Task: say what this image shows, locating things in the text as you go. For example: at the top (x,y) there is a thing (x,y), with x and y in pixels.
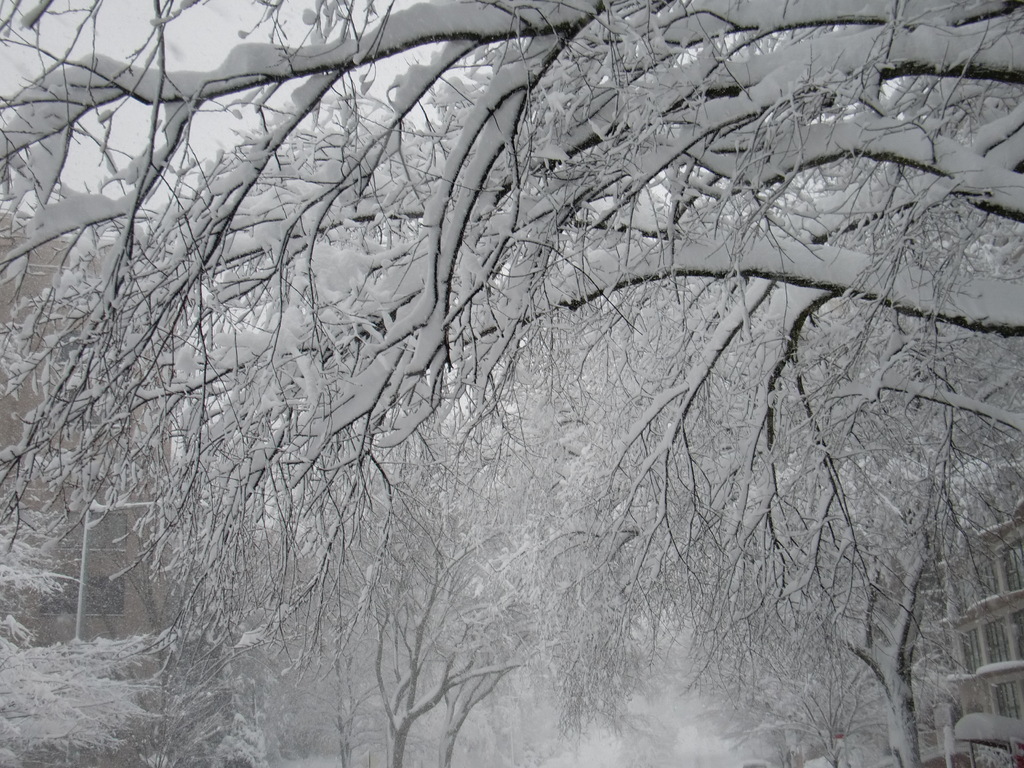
Here in this picture we can see number of trees (633,483), which are fully covered with snow (389,288) over there and in the far we can see buildings (991,562), light posts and plants (104,683) also present here and there.
